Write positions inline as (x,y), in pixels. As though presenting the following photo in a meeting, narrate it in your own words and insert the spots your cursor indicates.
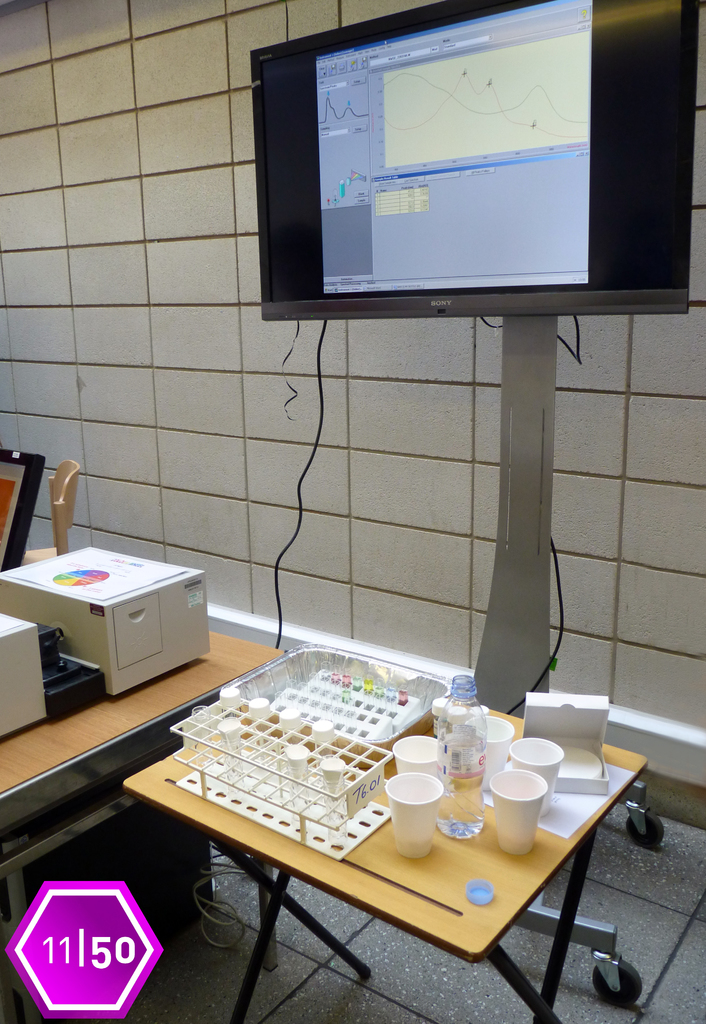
At the bottom of the image (570,920) we can see some tables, on the tables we can see some cups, bottles (457,706), boxes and electronic devices (20,635). Behind the table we can see a stand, on the stand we can see a screen (669,79). Behind the screen (576,245) we can see a wall (656,620).
